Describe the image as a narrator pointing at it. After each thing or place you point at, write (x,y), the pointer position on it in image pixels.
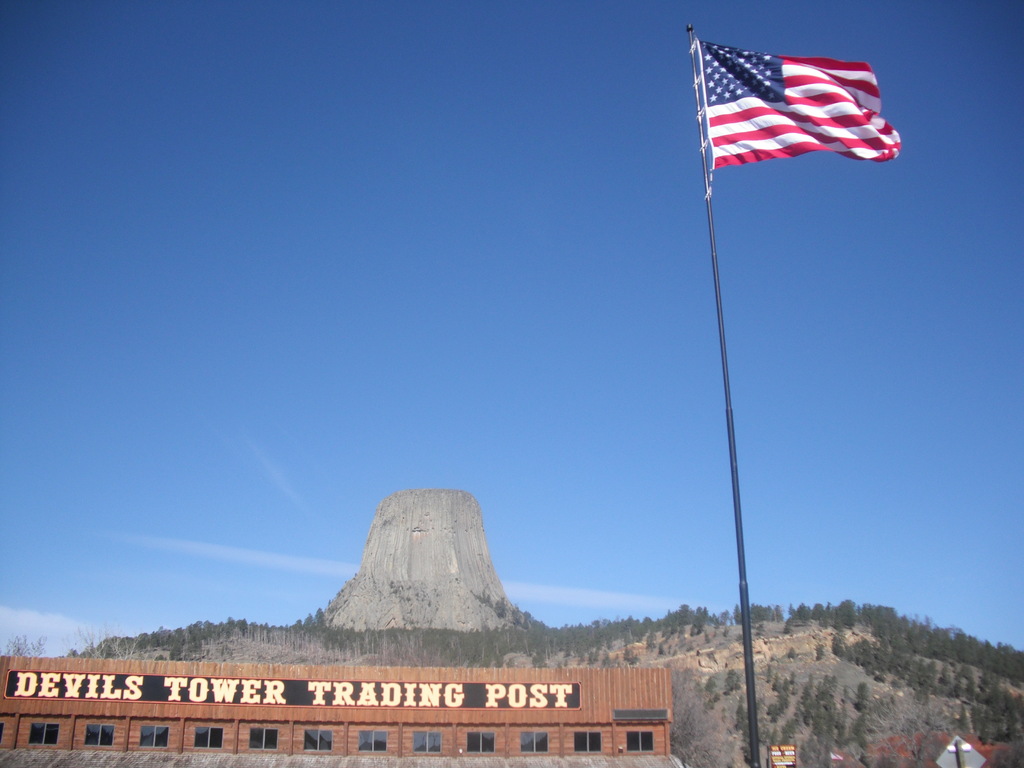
In this image at the bottom (501,742) there is a building (393,738), and on the building (195,690) there is text (522,693) and on the right side (746,649) there is pole (746,631) and flag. And in the background (740,678) there are mountains (815,679) and trees (861,683), and in the bottom right hand corner (778,755) there are some boards (962,750). At the top (554,160) there is sky (569,353).
